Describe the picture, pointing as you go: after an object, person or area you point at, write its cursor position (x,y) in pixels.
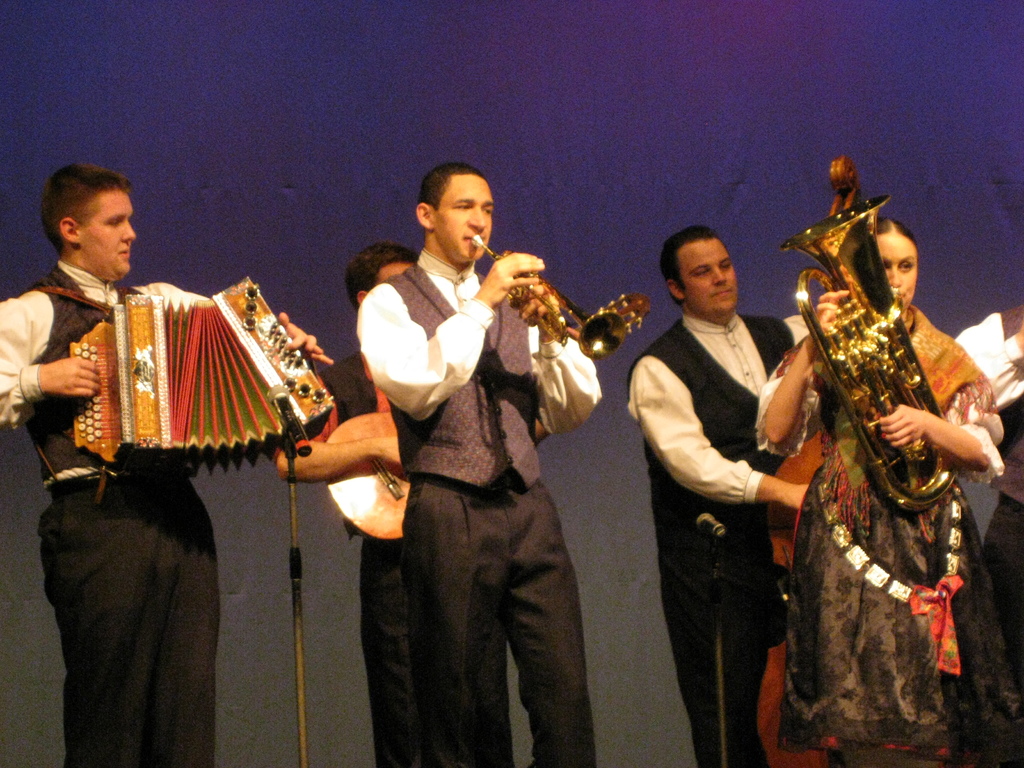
In the center of the image (380,280) we can see people (504,404) standing and playing musical instruments (207,386). At the bottom (300,544) there is a mic (289,414) placed on the stand (298,618).
